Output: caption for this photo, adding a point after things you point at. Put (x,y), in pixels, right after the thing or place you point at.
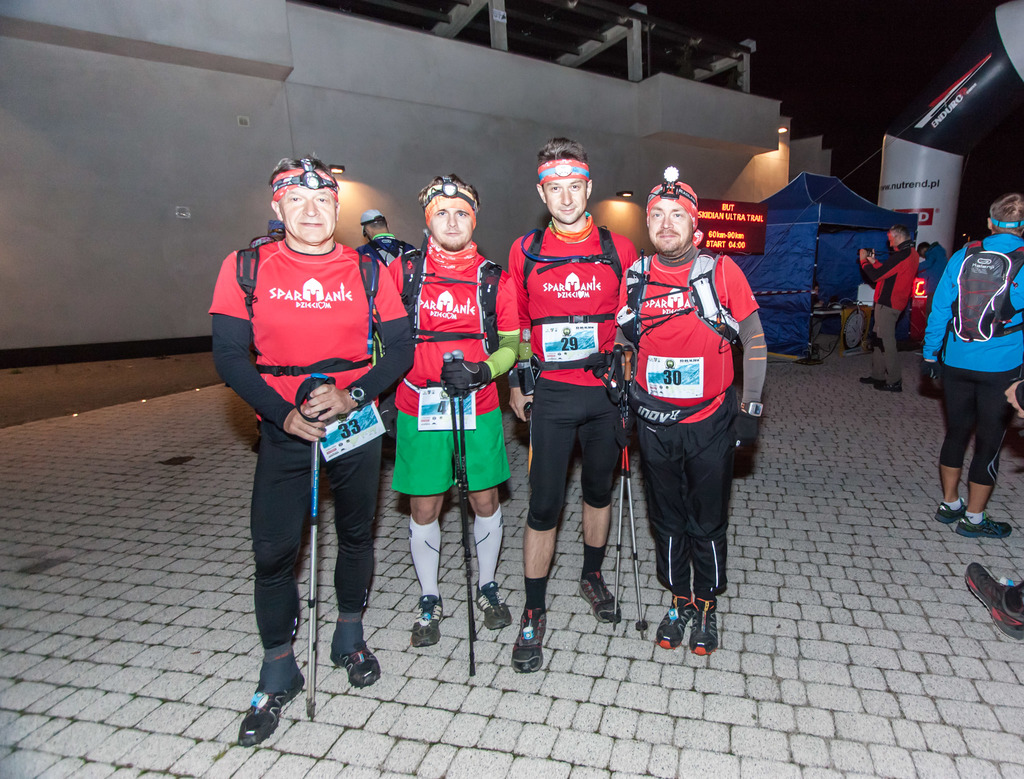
In this image we can see people (987,247) are standing on the floor (979,753). Here we can see a board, tent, hoarding (919,166), and objects (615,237). In the background (723,182) we can see wall (615,116).
